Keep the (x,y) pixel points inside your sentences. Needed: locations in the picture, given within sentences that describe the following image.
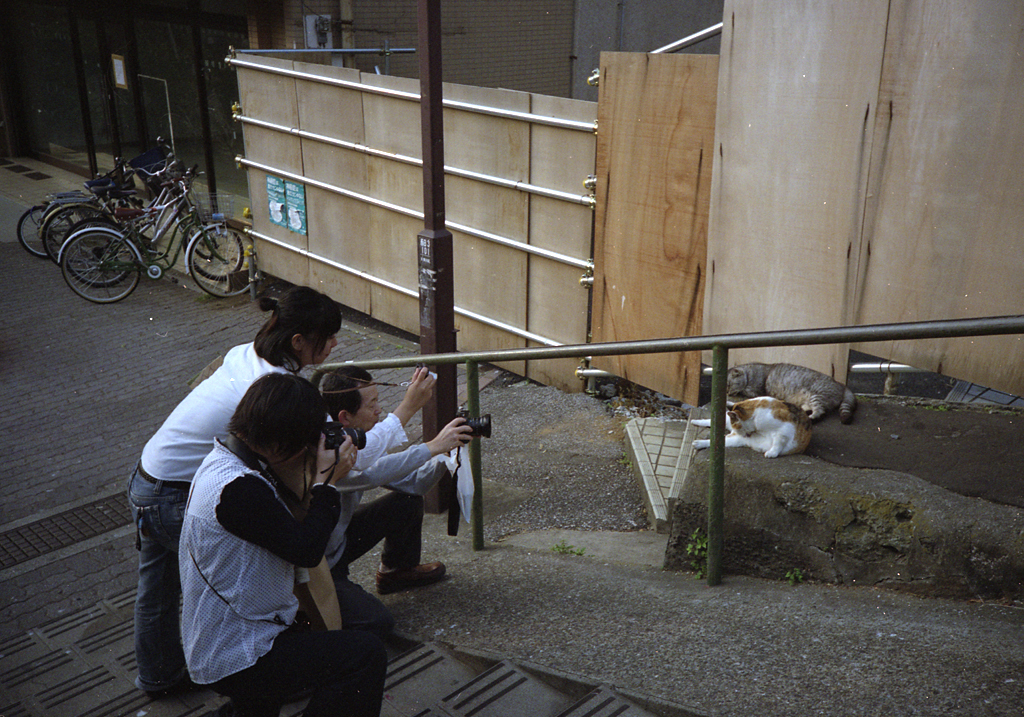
In the middle of the picture (377,468), we see three people (202,432) are holding cameras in their hands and they are clicking photos of the cats (768,453). They are sitting and crouching on the staircase (431,685). Beside them, we see a stair railing (720,432). Beside that, we see two cats (775,397) lying on a ledge (730,458). Beside that, we see a wooden wall (658,260). Behind that, we see a building (350,35) in grey color. On the left side (225,231), there are bicycles (138,267) which are parked on the road (14,293).
